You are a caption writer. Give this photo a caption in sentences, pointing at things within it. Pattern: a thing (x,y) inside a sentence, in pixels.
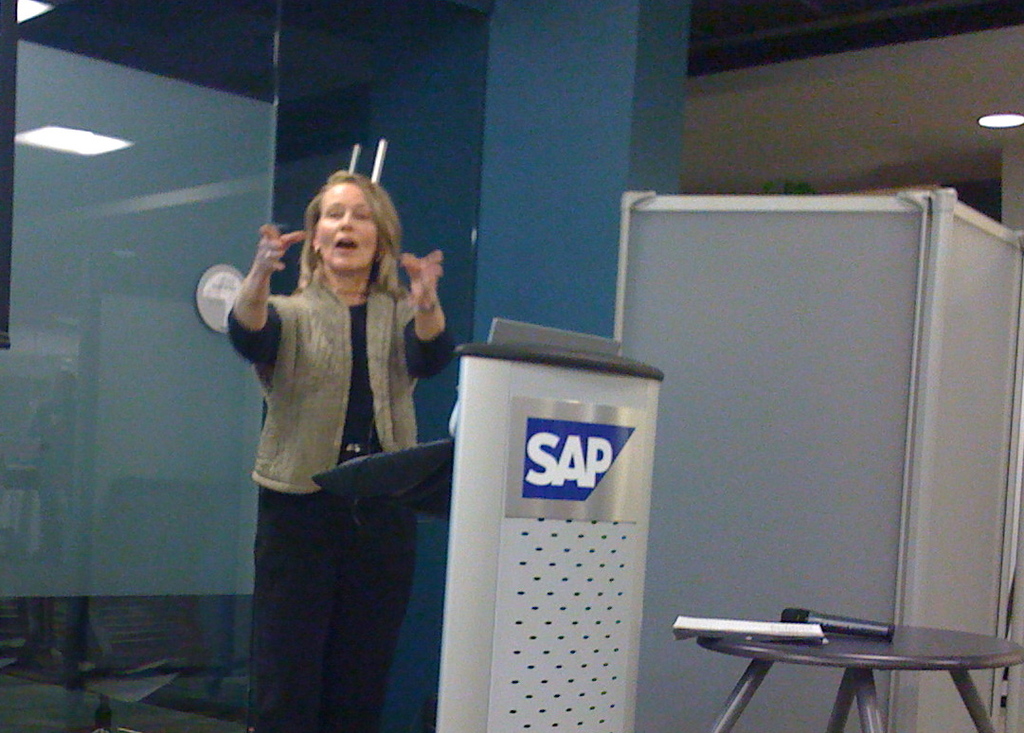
In the image we can see there is a woman (393,347) standing and she is wearing jacket (374,372). The woman (401,377) is standing near the podium (466,421) and there is a mic (839,617) and book (813,624) kept on the table (902,642). There are lightings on the roof (850,150).
